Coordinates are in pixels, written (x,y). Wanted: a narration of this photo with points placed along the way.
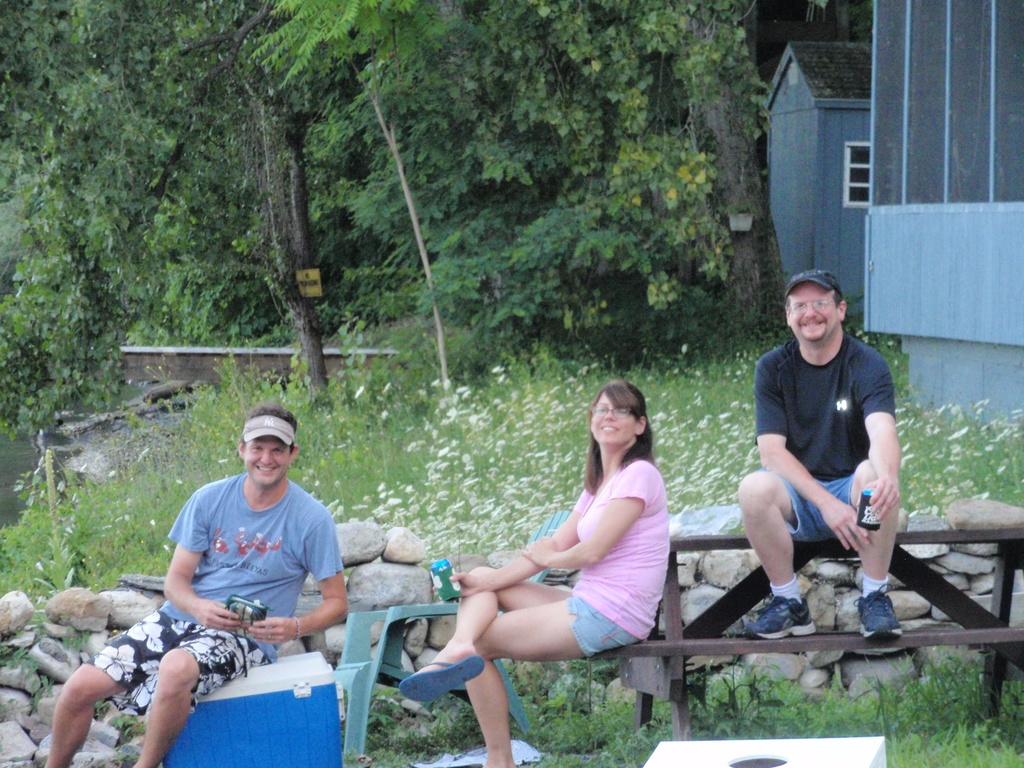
In this image, there are a few people (553,541) holding some objects (861,515) are sitting. We can see some grass (530,480), plants (454,483), trees (609,182), houses (937,145). We can also see the ground (597,739) with some objects (890,637). We can also see a white colored object (879,739) at the bottom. We can see some stones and a board (308,279) attached to one of the trees (293,253).
